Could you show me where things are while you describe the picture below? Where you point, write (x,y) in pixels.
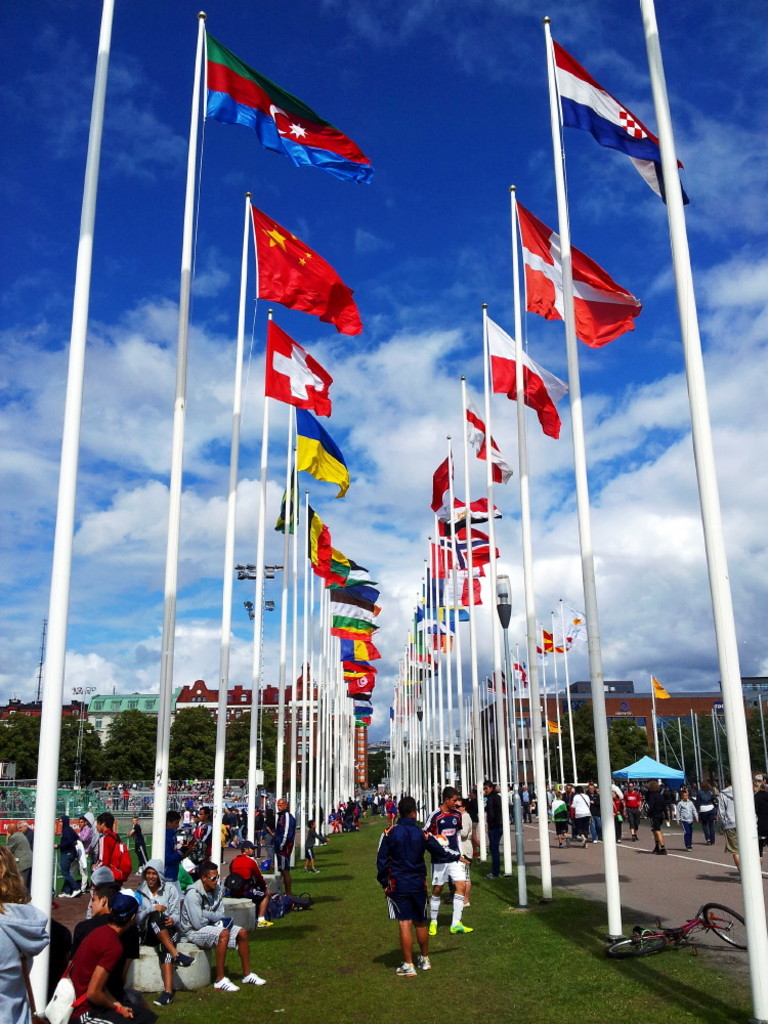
In this picture we can see some grass (327,927) on the ground (558,927). There are a few flags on the path (681,846). We can see some people (206,933) on the road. There is a tent (665,767), trees (618,725) and buildings (661,707) in the background (663,782). Sky (27,693) is blue in color and cloudy.
